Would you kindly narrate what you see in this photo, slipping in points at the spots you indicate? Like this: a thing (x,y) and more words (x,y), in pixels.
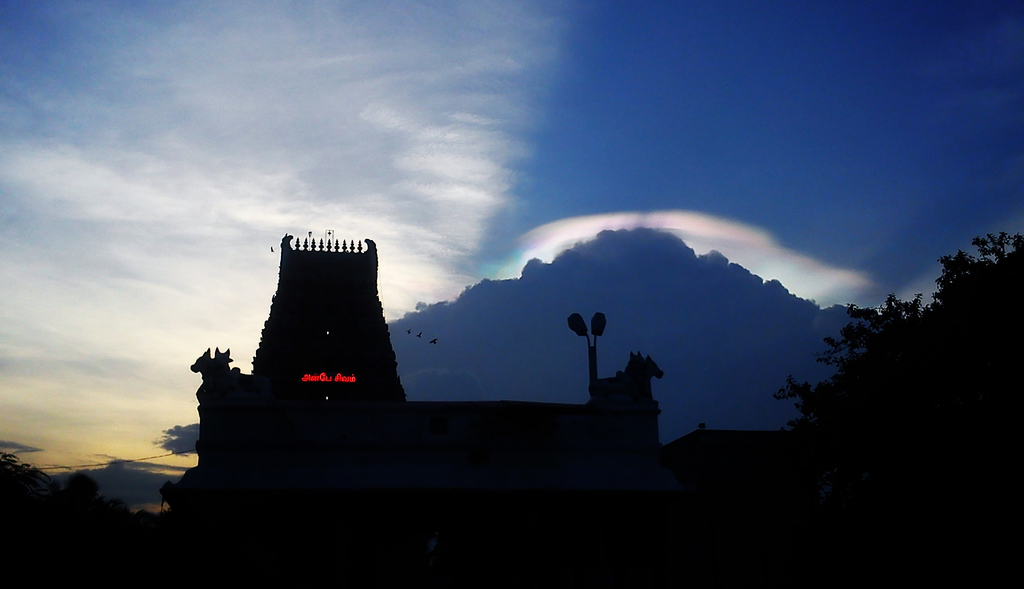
In this picture I can see a temple (339,414) and couple of lights (601,320) to the pole (589,374) and I can see trees (898,455) and I can see a cloudy sky (553,184) and I can see few birds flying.
